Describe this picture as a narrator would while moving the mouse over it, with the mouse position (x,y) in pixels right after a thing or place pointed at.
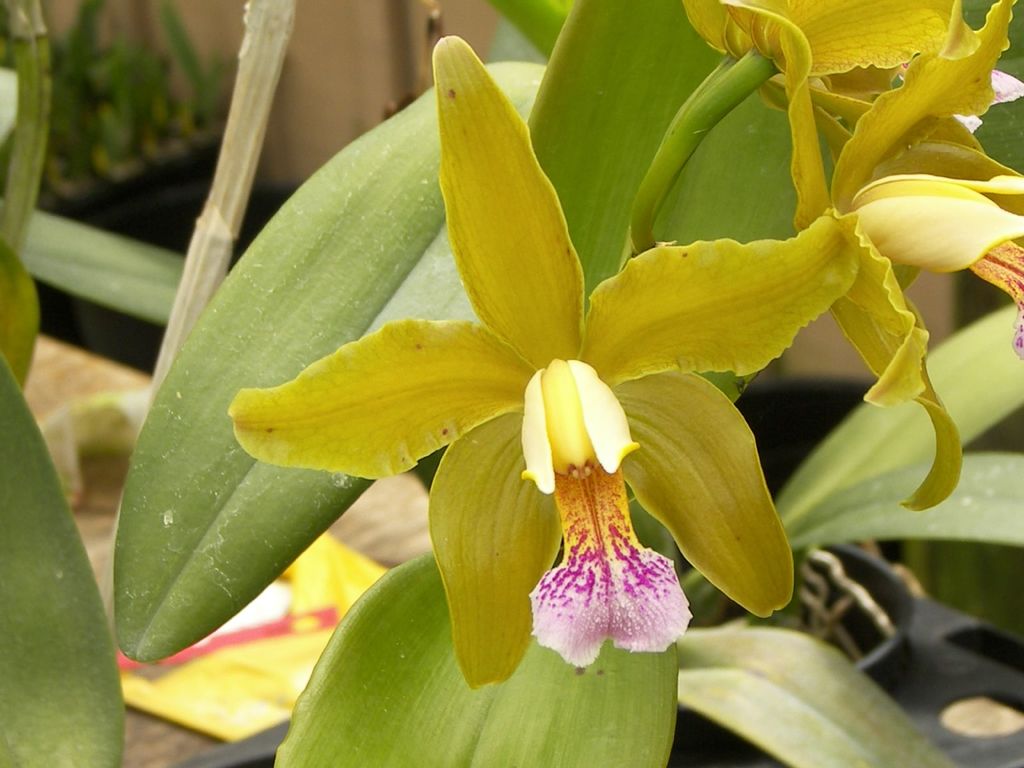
In this image we can see flowers (657,333) and leaves (505,724).
